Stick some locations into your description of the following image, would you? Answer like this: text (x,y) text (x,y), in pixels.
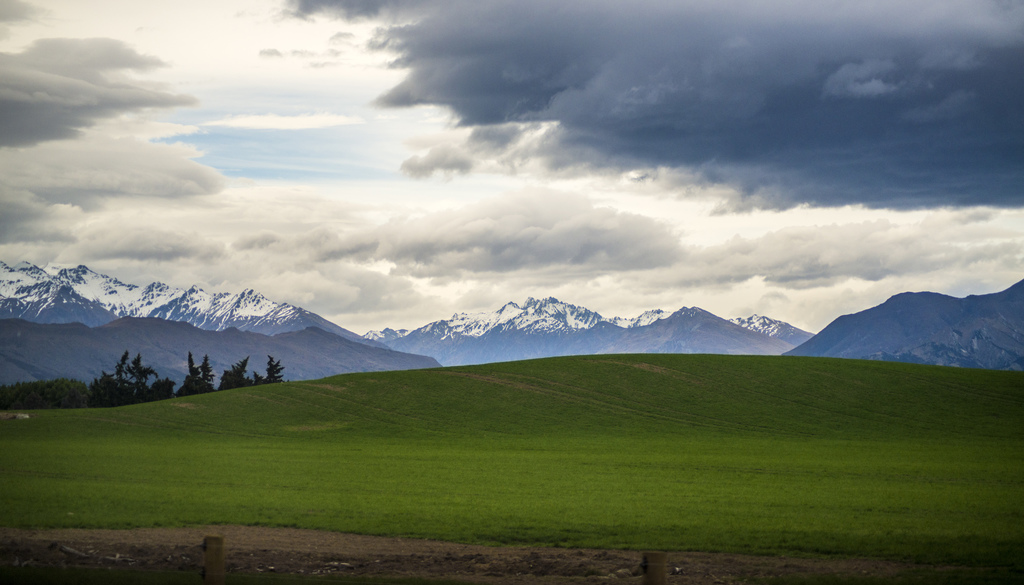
In the background of the image (429,330) there are mountains (218,324) with snow (506,328). In the center of the image (387,375) there is grass (461,435). At the top of the image (248,180) there is sky (347,138) and clouds (539,102). There are trees (116,382).
